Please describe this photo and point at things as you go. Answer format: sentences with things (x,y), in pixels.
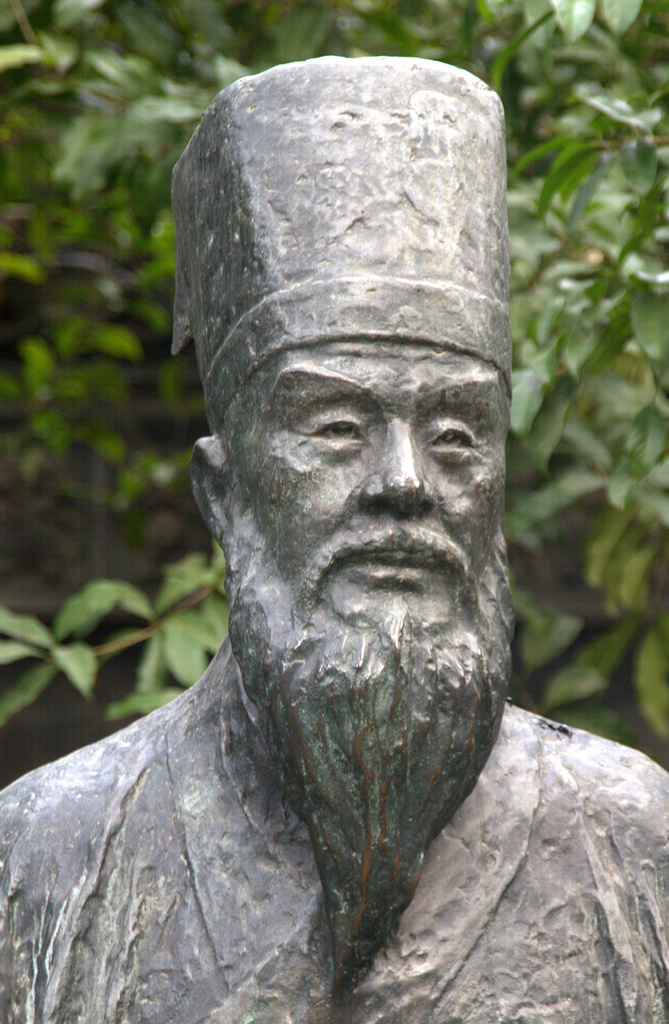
In this image, we can see a statue (398,804). Background (639,662) there is a blur view. Here we can see plant leaves (118,104).
